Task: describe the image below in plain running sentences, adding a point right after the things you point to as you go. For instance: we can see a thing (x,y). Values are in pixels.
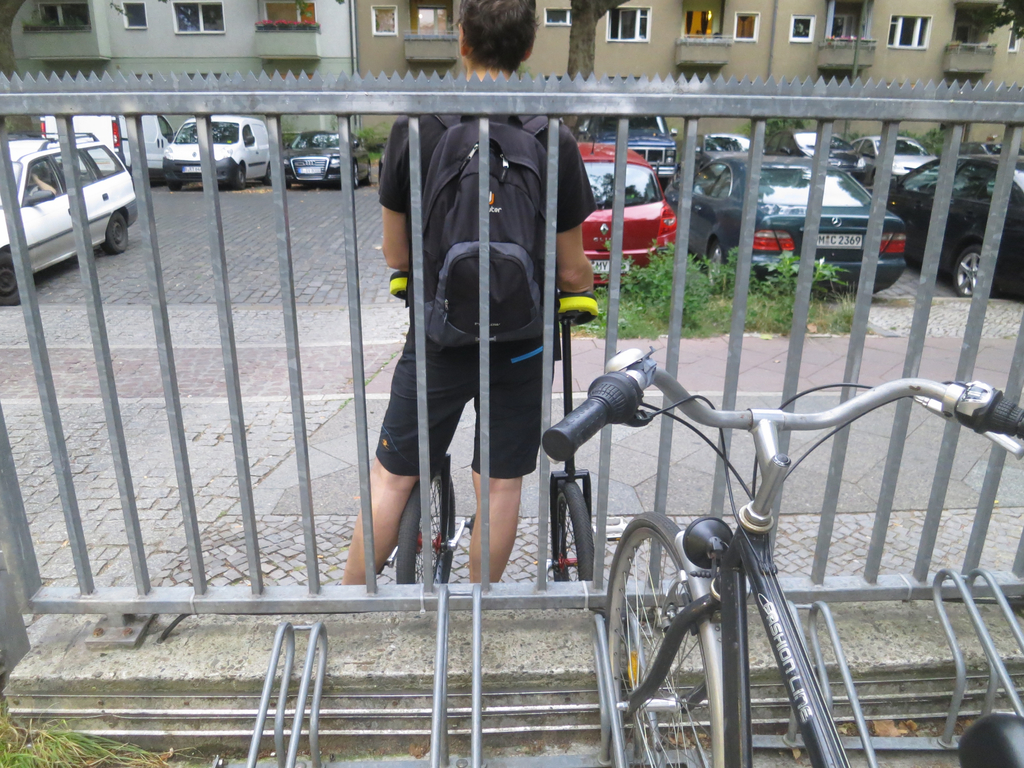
There are bicycles (756,461), a person (476,63) and boundary (142,210) in the foreground area of the image (595,359), there are cars (97,149), plants (268,25) and buildings (156,50) in the background (881,69).
